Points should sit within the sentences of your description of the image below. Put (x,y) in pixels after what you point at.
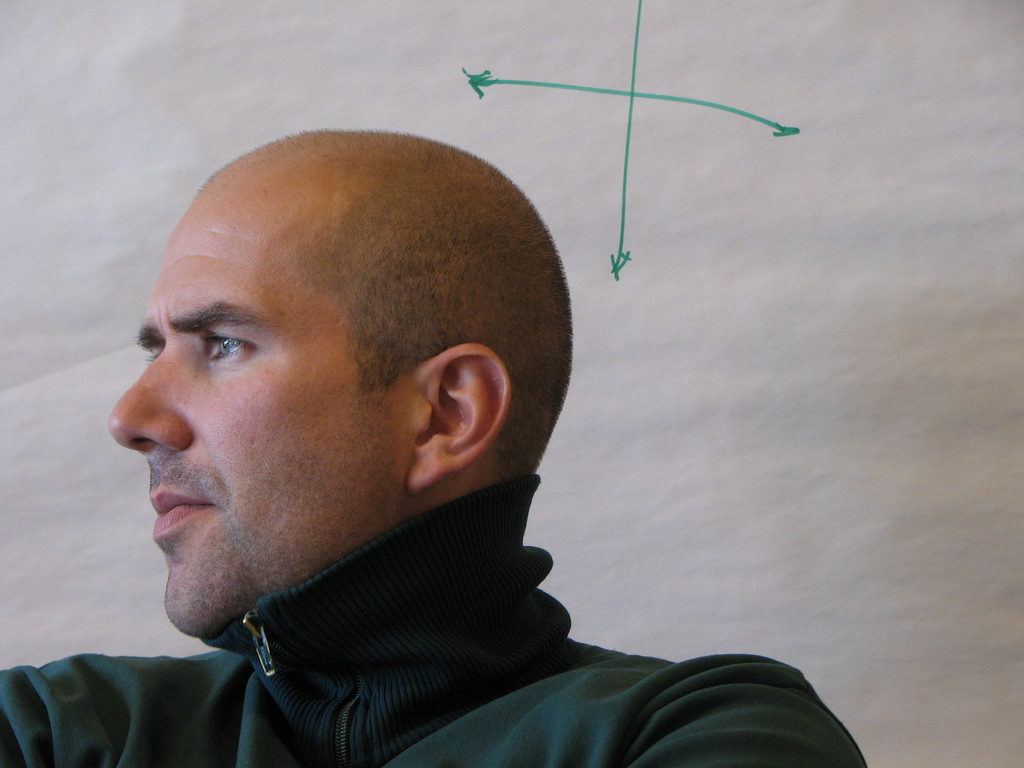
In this image, I can see the man (455,592). In the white background, I can see the arrow marks (680,100).
